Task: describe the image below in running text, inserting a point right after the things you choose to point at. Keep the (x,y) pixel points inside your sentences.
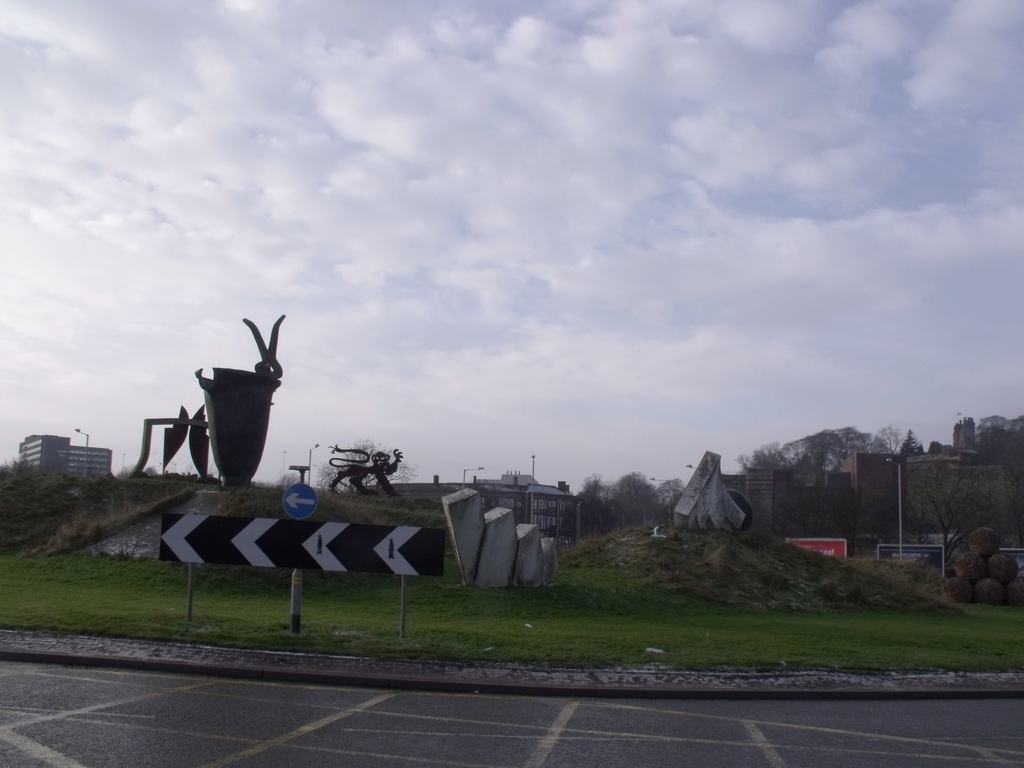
At the bottom of the image (296,711) there is a road (724,716). At the center of the image (365,496) there are statues (224,424), rock structures (486,530), grass (603,542), trees (615,518) and buildings (560,500). In the background (361,322) there is a sky (387,289).
